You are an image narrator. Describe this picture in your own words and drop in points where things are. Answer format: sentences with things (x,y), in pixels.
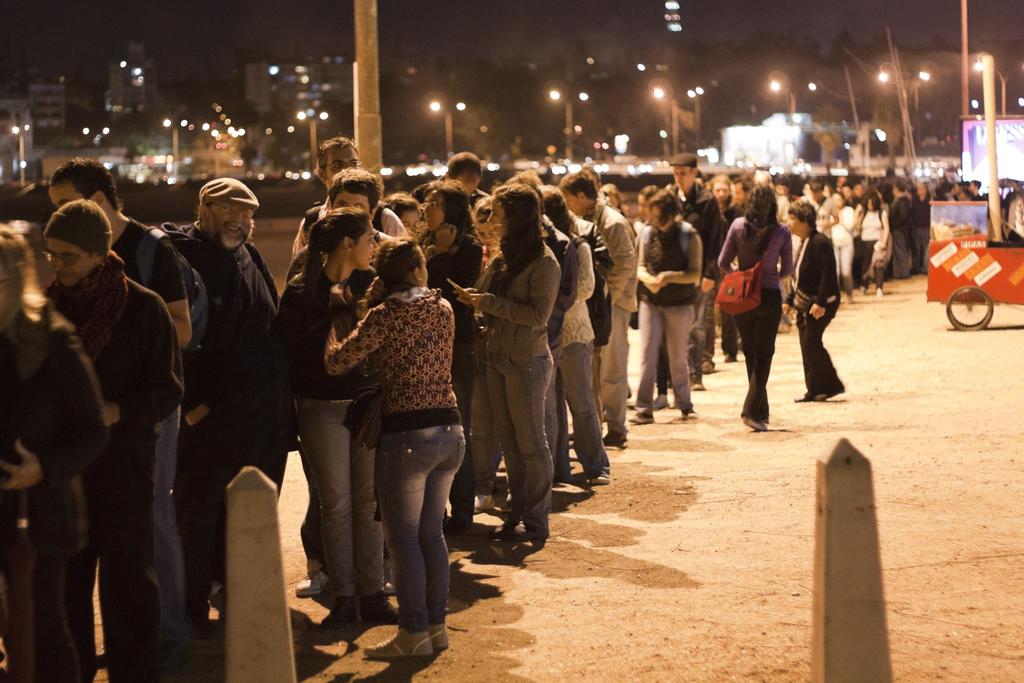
In this image I can see group of people (539,494) standing and I can also see a vehicle (968,288), background (134,99) I can see few buildings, few light poles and the sky (537,9) is in dark color.
